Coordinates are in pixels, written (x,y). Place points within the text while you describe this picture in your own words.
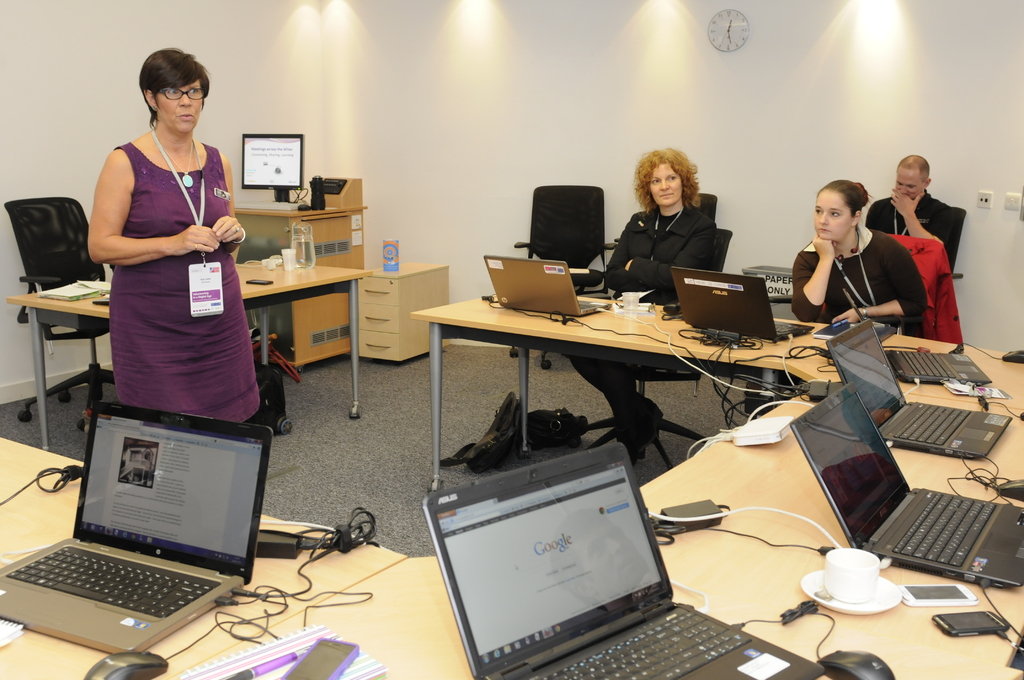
It is a closed room (713,421) where people (853,299) are sitting and one woman (238,389) is standing and she is wearing a purple dress (177,301) and id card (208,308), in front of her there are tables (519,333) and laptops (517,573) are placed on it and there are mobiles (978,624) and one cup (865,573) and saucer (869,601), at the right corner of the picture (883,278) three people (903,281) are sitting on the chairs (949,256) behind them there is wall (757,122) and a wall clock (721,23) on it and on the left corner of the picture (73,314) behind the person (154,324) there is a table (53,301) and the chair (54,260) and books (75,300) on it.
